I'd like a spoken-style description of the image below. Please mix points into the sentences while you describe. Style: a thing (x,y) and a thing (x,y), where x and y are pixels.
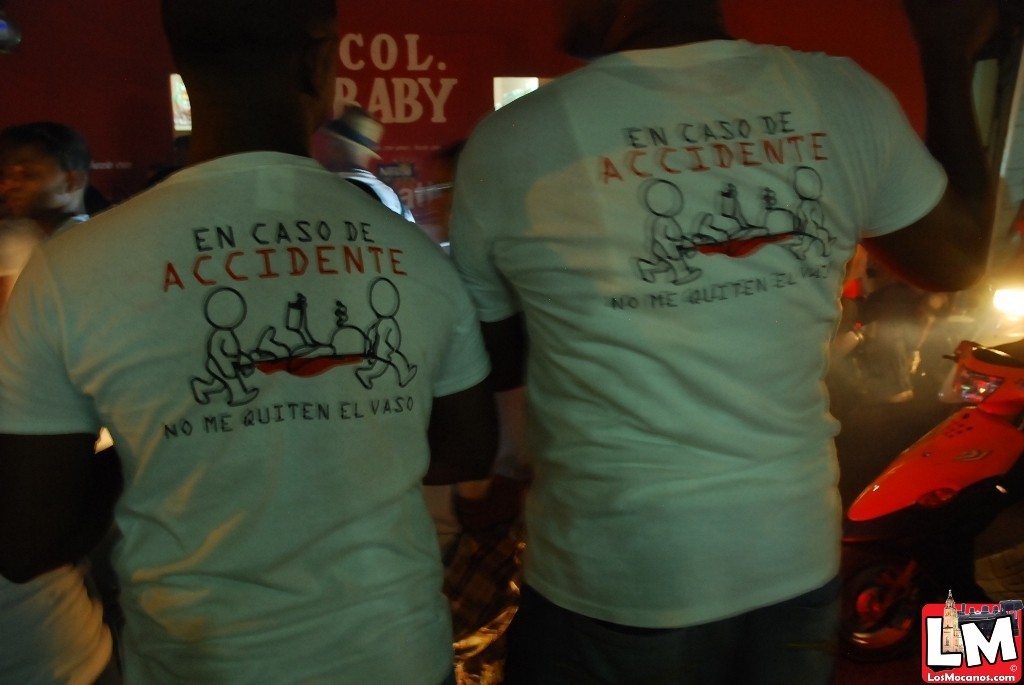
In this image there are two persons (554,371) standing in middle of this image (456,357) is wearing white color t shirts (618,378) and there are some persons (881,342) standing in the background (65,185), and there is a wall (432,78) as we can see on the top of this image (495,74). There is one logo (938,681) on the bottom right corner of this image (939,635).
